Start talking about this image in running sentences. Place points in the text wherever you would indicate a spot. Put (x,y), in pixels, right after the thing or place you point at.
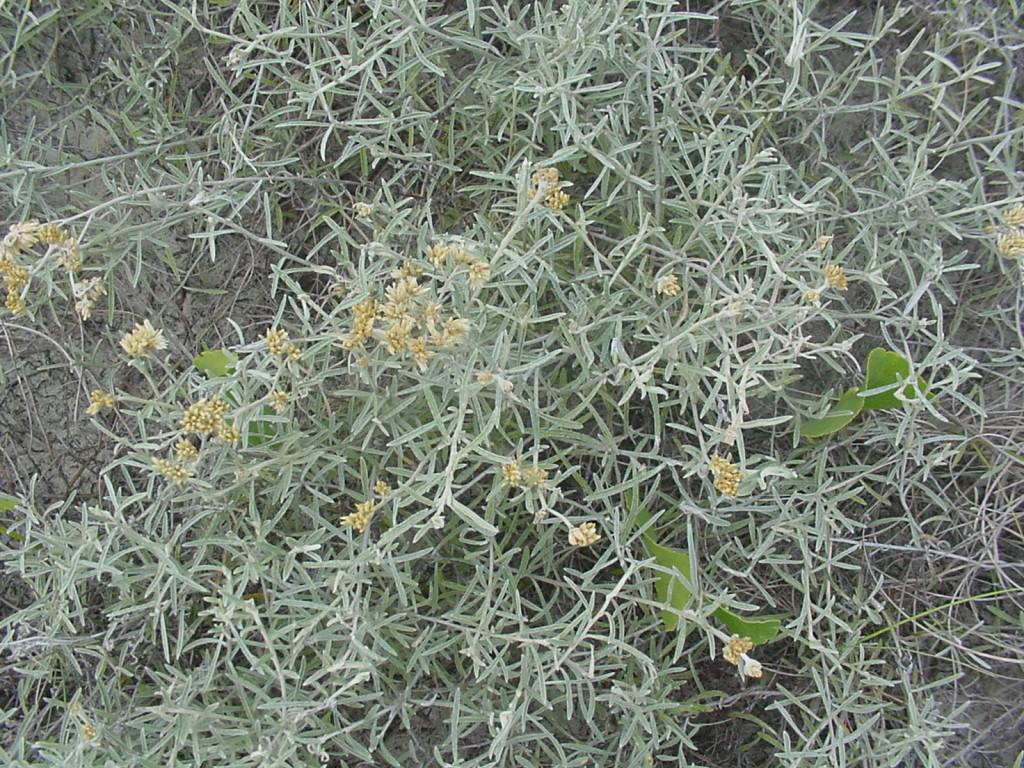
In this image, we can see the ground (42,391) with some plants (455,343) and flowers (437,338).
